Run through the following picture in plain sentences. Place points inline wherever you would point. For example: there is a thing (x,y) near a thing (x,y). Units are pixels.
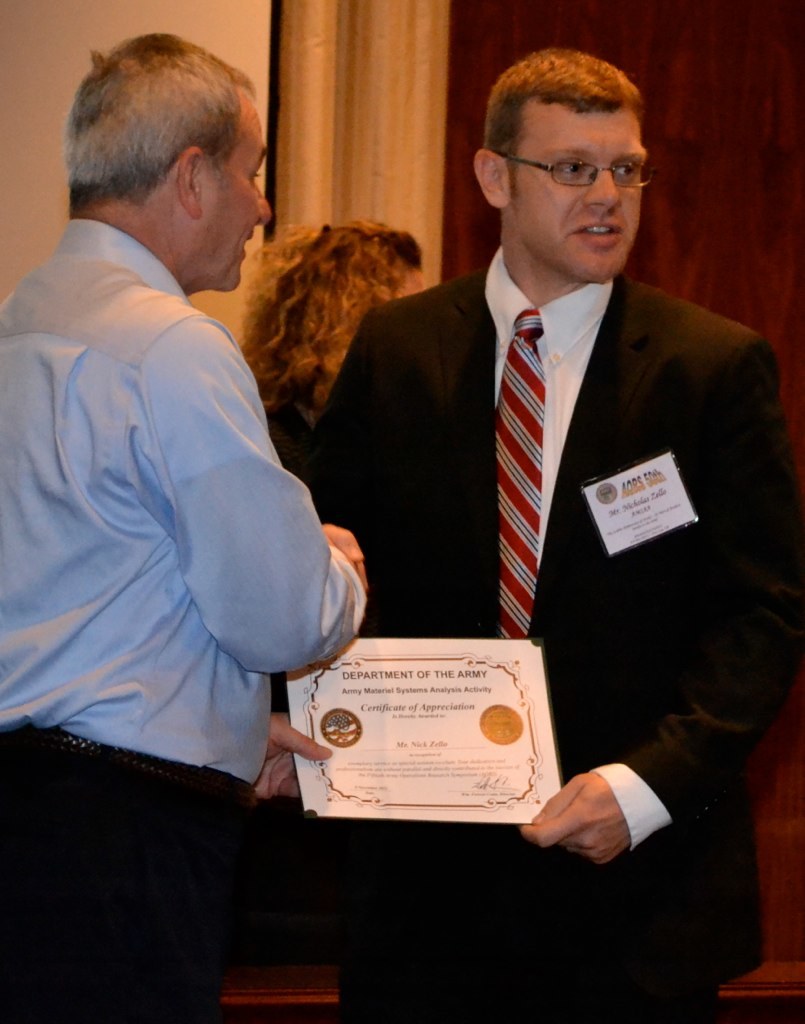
In this image there are two persons (516,836) holding a certificate (445,705). At the back side (355,320) there is a woman (335,267).
